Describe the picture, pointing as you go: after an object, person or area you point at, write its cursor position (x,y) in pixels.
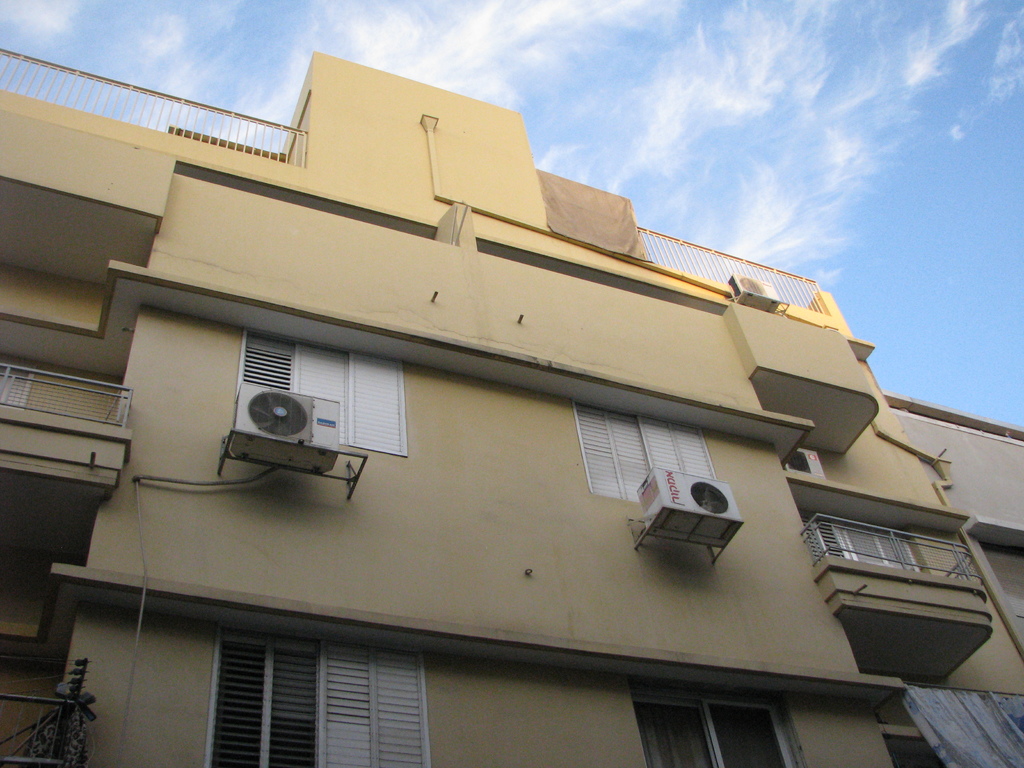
In this image there is a building (395,401) in the middle (665,481). There are air conditioners (668,502) attached to the wall (567,494). At the top (934,166) there is the sky (934,166). On the right side (970,729) bottom there is a curtain (955,736), Beside it there are windows (301,702). On the left side (33,703) there is a metal railing (54,744) in the balcony (21,720).
